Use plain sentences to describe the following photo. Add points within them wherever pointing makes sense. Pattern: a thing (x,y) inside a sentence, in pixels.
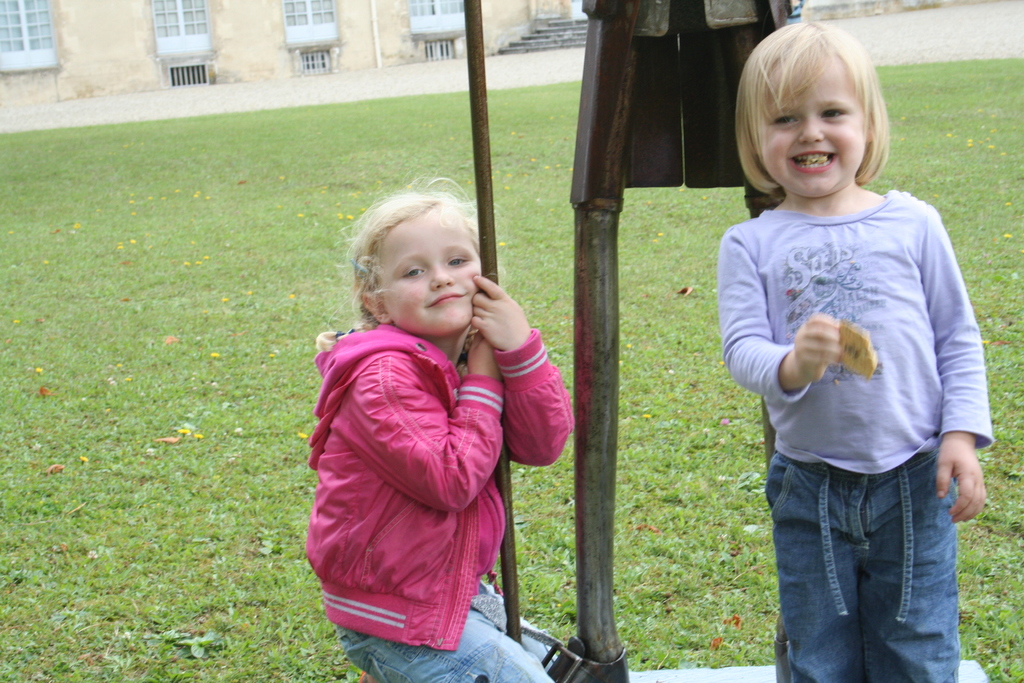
In this picture we can see two kids (746,284), they both are smiling, the left side kid (509,326) is holding metal rod (489,220), and the right side kid (765,366) is holding food (846,360) in her hand (836,328), in the background (285,269) we can see grass (262,211) and buildings (254,47).
